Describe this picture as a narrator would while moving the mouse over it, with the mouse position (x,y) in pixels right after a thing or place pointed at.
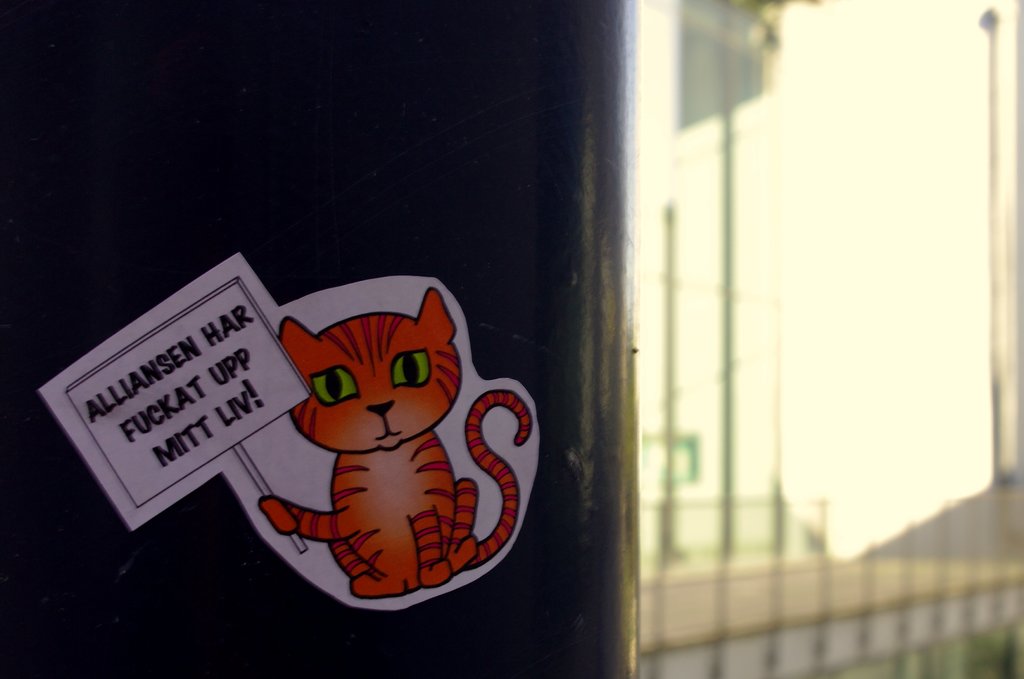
In this picture we can see the sticker (255,430) of a cat (362,465) holding a board (142,465). There are a few objects (890,613) on the right side (727,581). We can see a blur view on the right side (922,270).
